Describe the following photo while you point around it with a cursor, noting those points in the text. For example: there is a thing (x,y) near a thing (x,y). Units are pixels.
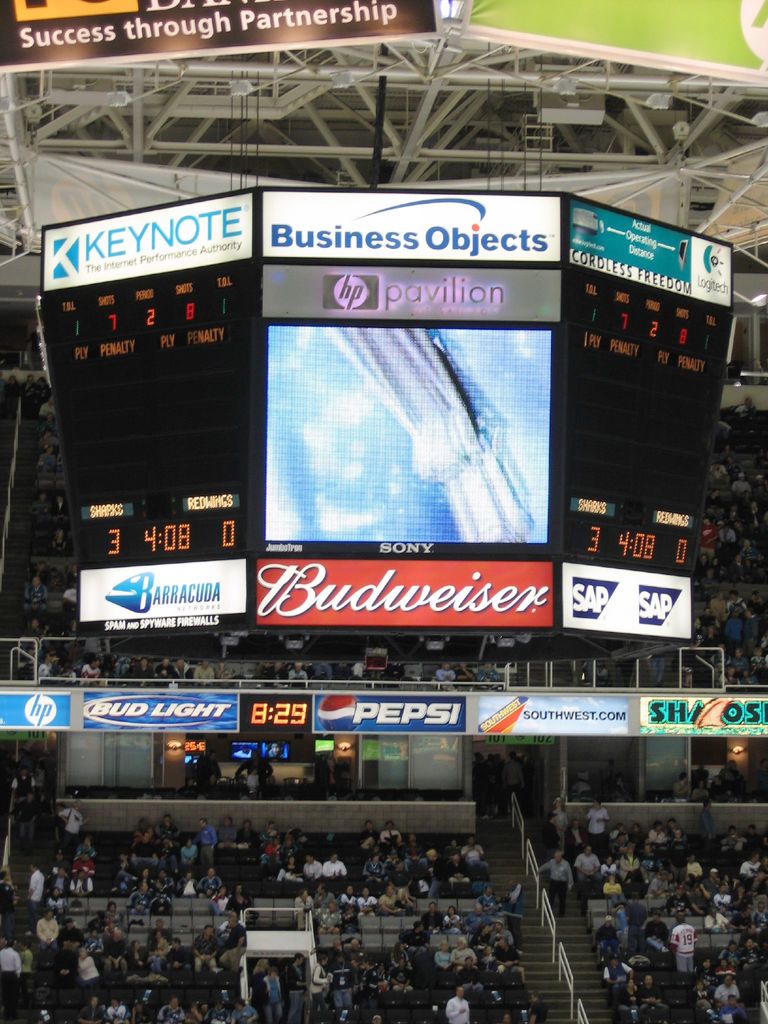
The image is taken in the stadium (419,795). In the center of the image (297,534) there are screens (116,492) and we can see boards (409,702). At the bottom (208,1011) we can see bleachers (444,940) and there is crowd (272,836) sitting.
